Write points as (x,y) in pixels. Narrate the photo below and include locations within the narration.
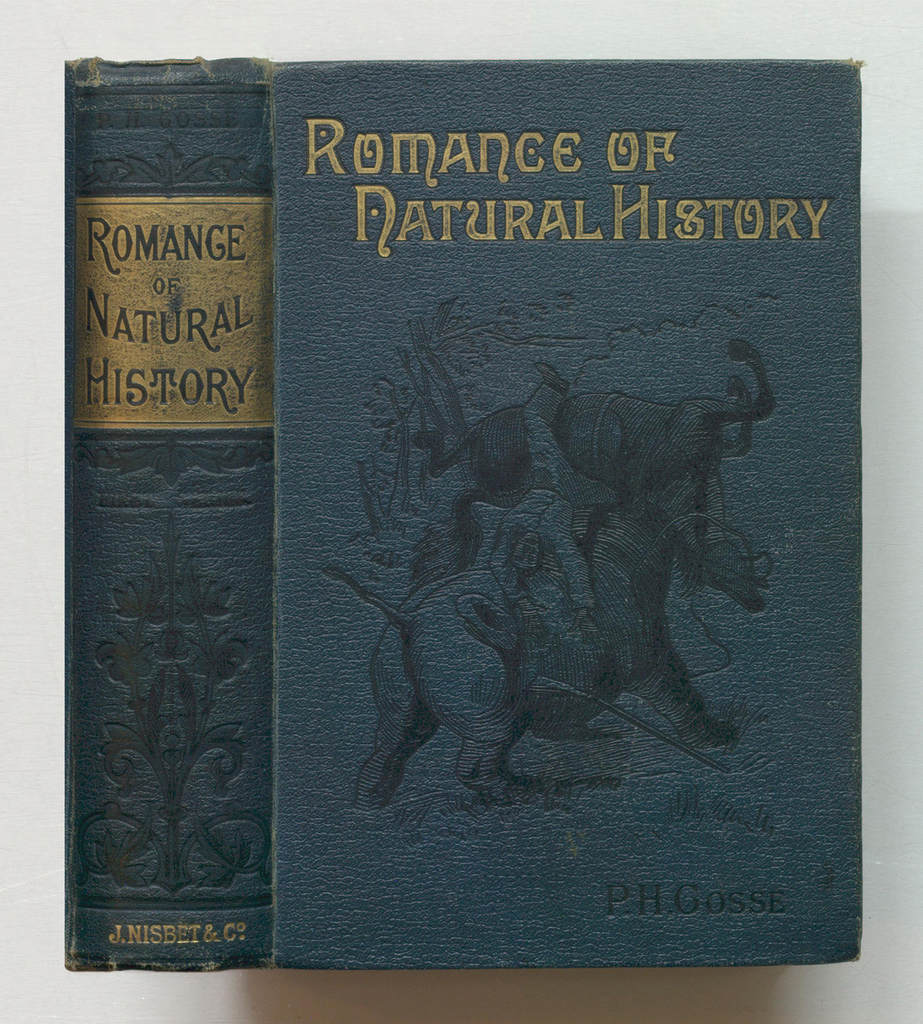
In this picture i can see the books (289,601) on the table (866,473). On the cover page (564,392) i can see some animals (661,553). In the bottom right corner of the book (759,936) there is a author's name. At the top of the book (687,111) there is a content name (680,226).
